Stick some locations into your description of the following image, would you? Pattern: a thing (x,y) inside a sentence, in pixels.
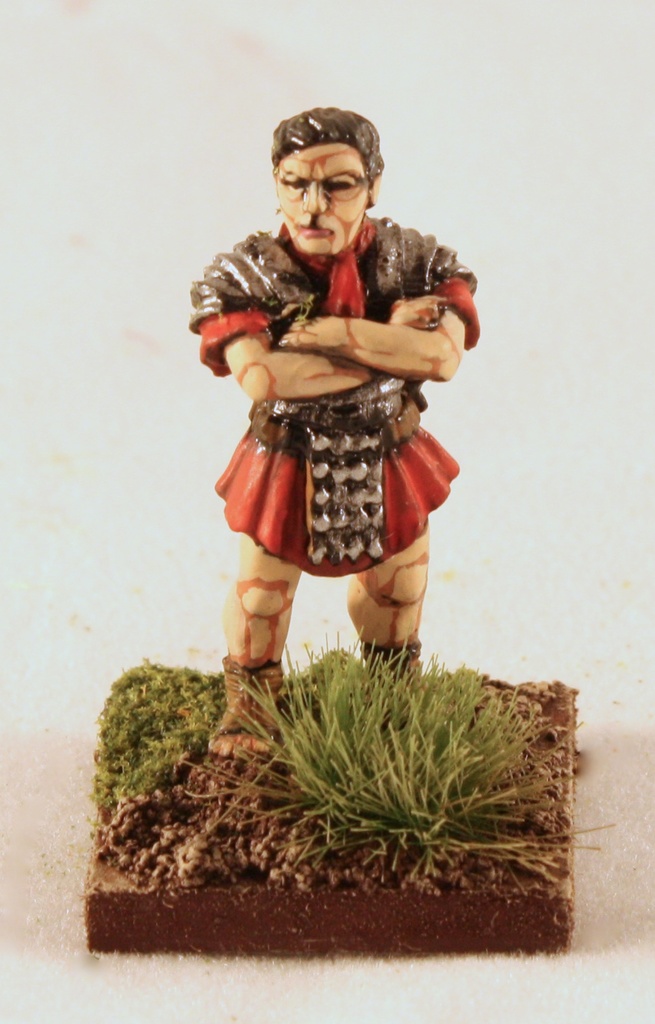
In the picture there is some toy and under the toy (274,670) there is a grass surface (406,740) in between the soil (190,816).
